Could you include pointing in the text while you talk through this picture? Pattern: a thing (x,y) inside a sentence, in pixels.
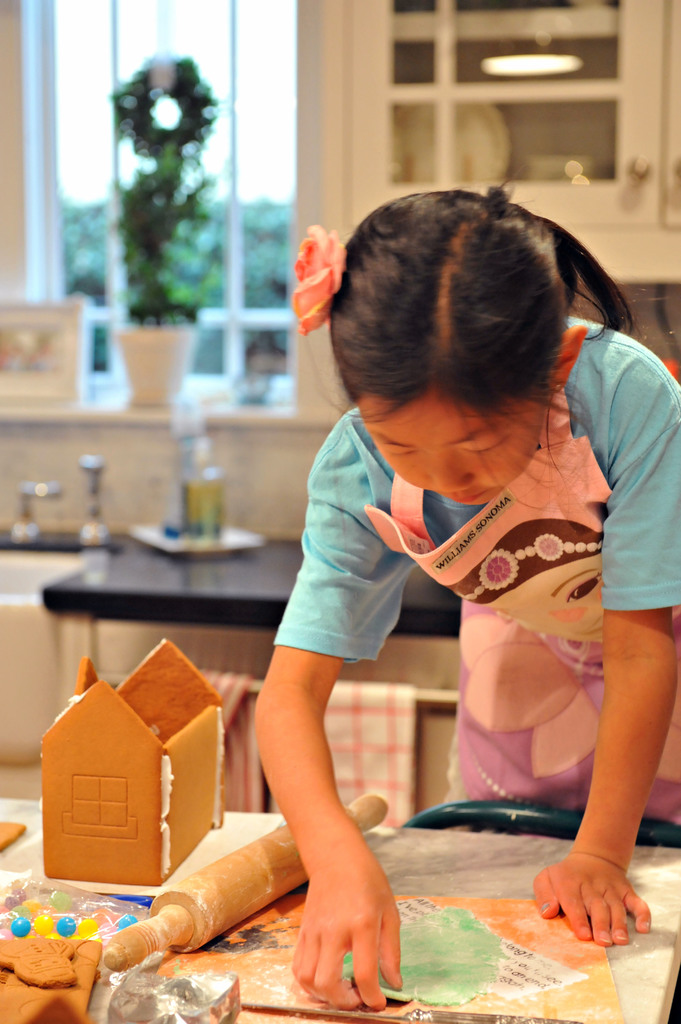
In this image there is a girl (592,495) who is holding the flour (420,961) which is on the table (505,981). On the left side (206,897) there is a stick (228,887). In the background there are cupboards (386,135). On the left side (158,374) there is a flower pot (158,341). There is a kitchen platform (178,562) in the background (206,562). The girl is making the house (125,761) with the flour (451,969).
